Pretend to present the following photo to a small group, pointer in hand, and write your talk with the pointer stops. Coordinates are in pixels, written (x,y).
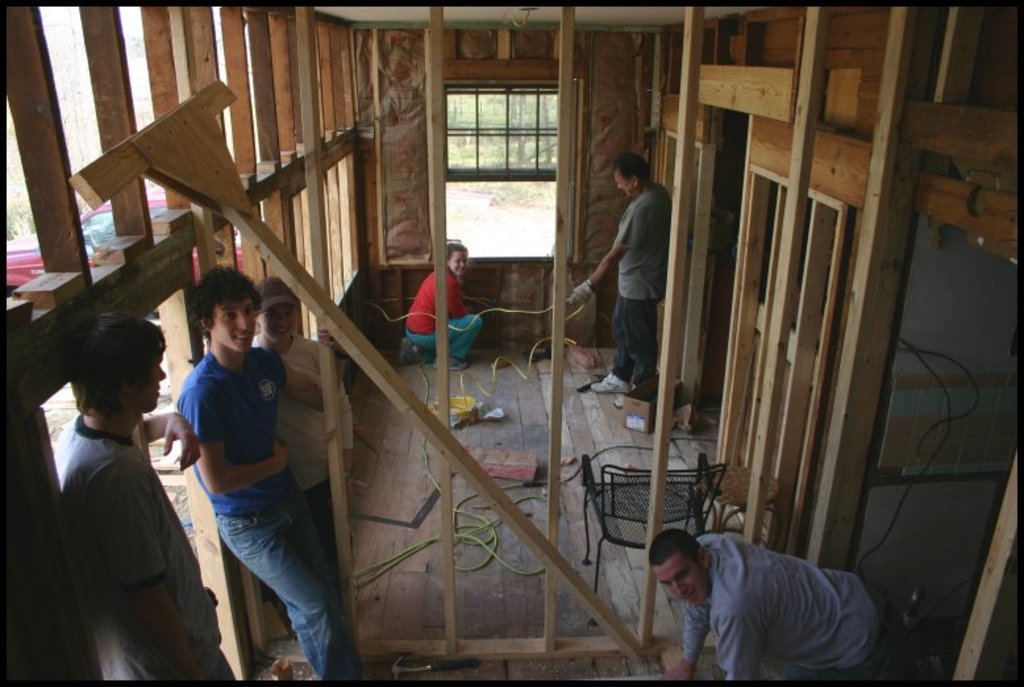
In the image few people (78,398) are standing and sitting and smiling and there are some wires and there is a chair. They are in a wooden building (268,52) and there is a window (525,113). Through the window (536,113) we can see some trees (451,122) and there is a vehicle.
